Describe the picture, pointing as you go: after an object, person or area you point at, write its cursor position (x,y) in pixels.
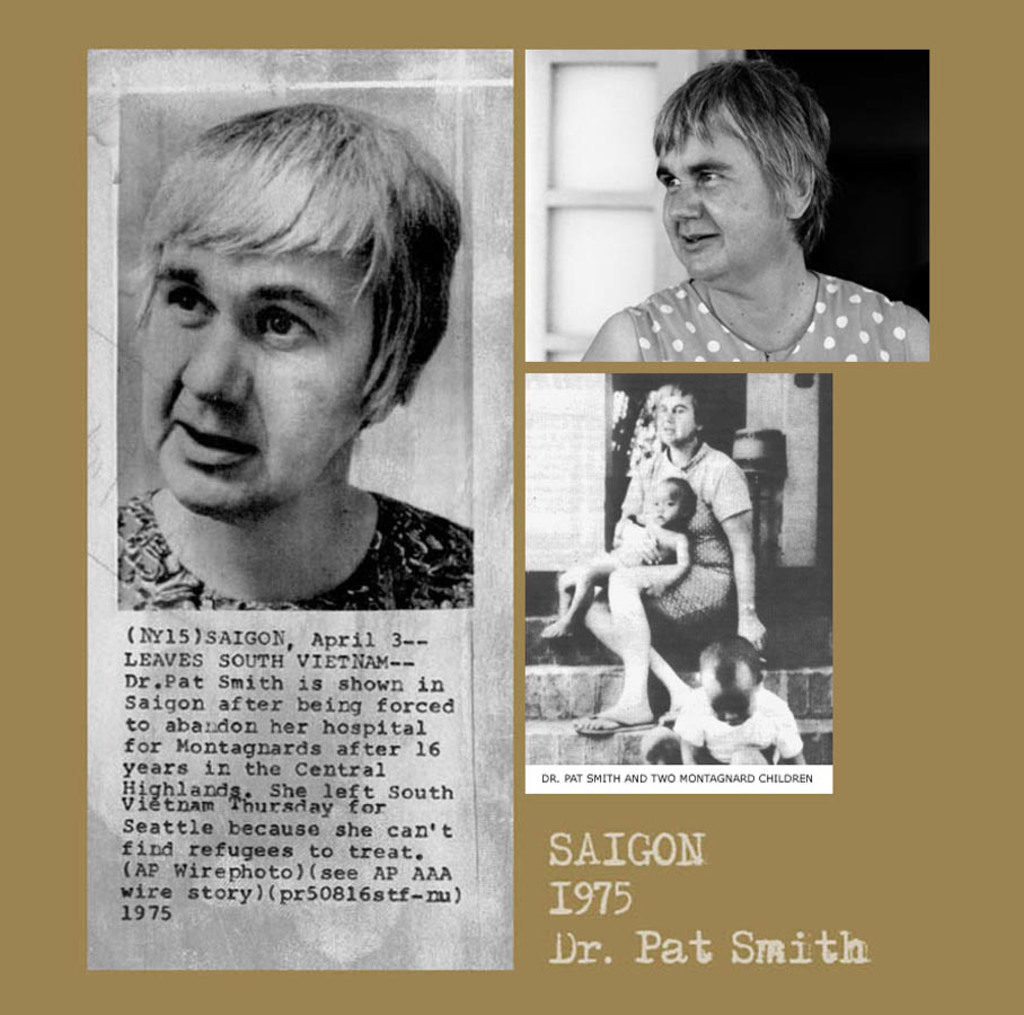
In this picture I can observe three images (225,349) of a woman (259,298). In one of the images (606,540) I can observe two kids (661,534). On the left side (318,876) I can observe some text (351,707).
